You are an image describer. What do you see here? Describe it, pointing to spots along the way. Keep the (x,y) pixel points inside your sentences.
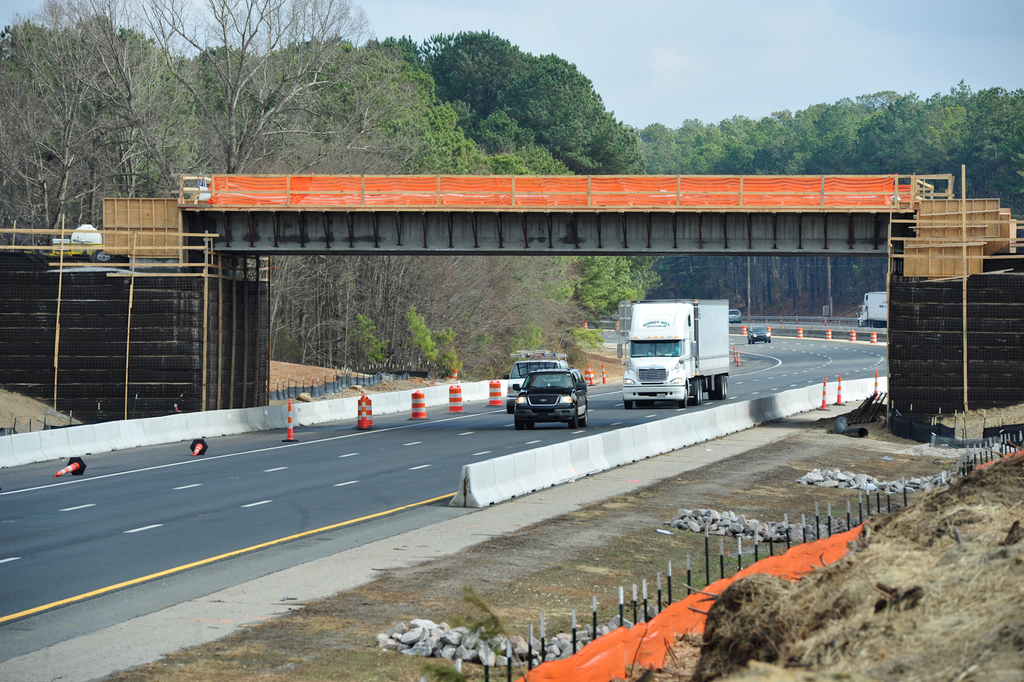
In this image, we can see a bridge (596,220). There are vehicles (655,334) on the road (460,424) which is in the middle of the image (419,446). There are some trees (875,162) and sky (620,49) at the top of the image (402,80).
